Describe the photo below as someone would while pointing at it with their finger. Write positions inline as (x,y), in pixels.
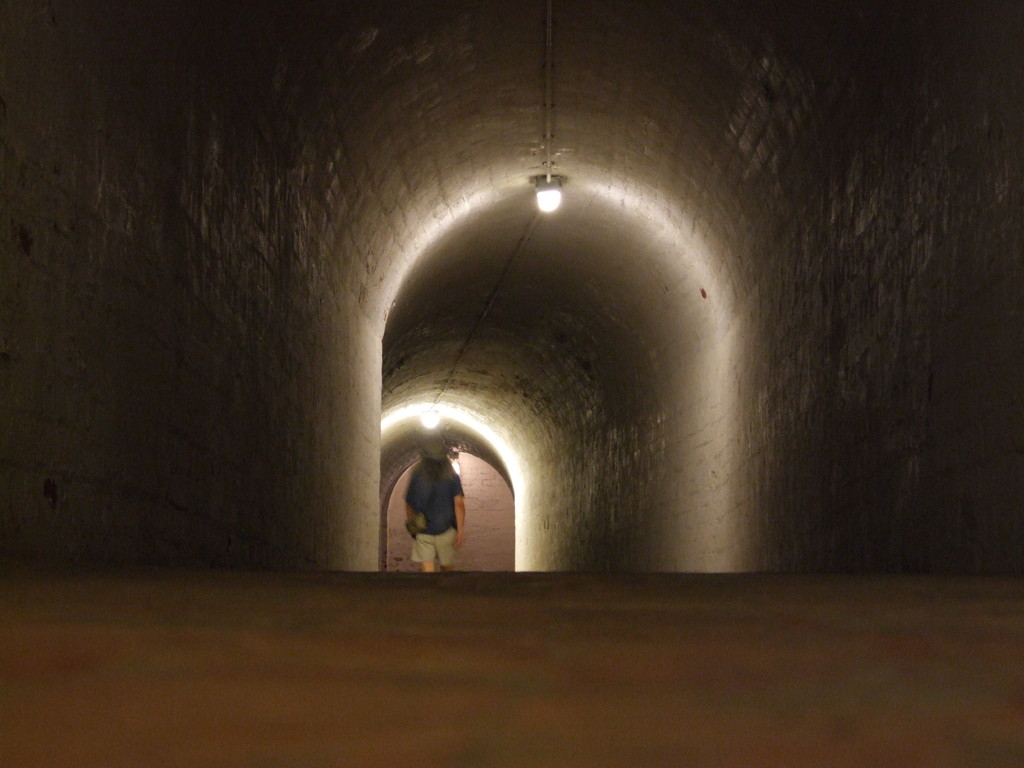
This image is taken indoors. At the bottom of the image (386,655) there is a floor (339,624). In the middle of the image (577,398) there is a cave (539,385) and a man (430,507) is walking on the floor (432,577). There are a few walls (555,341) and there are two lights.
